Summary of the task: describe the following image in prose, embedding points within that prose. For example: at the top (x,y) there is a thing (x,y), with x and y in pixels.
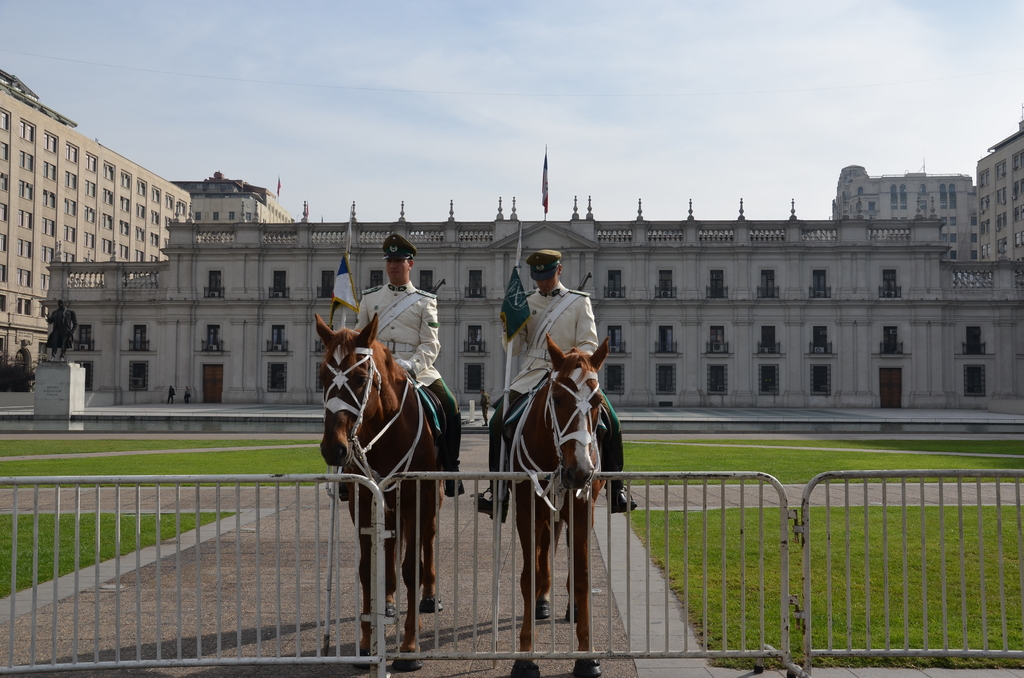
In this picture I can see buildings (443,270) and couple of men (557,309) seated on the Horses (380,423) and holding flag poles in their hands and we see couple flagpoles (547,218) on the buildings (532,249) and a statue (60,347) and I can see a metal fence (238,560) and grass (181,440) on the ground (739,469) and a cloudy Sky (409,102).
